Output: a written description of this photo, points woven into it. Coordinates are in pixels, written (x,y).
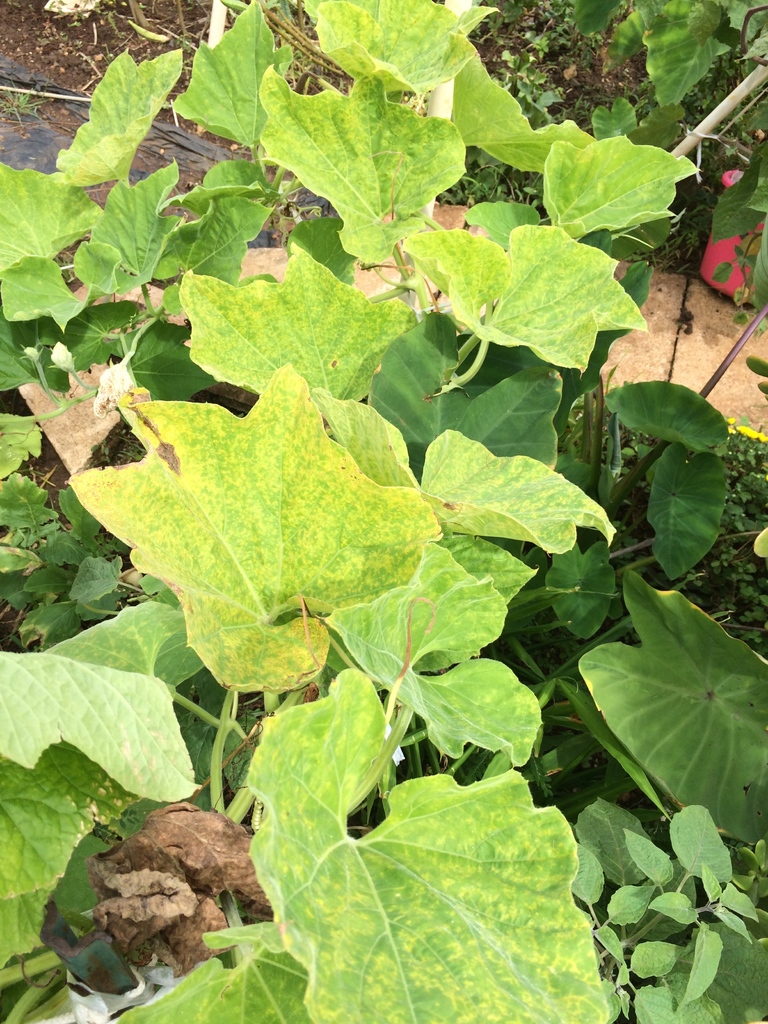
It is a zoomed in picture of the leaves (374,595) of the plant (361,443).
